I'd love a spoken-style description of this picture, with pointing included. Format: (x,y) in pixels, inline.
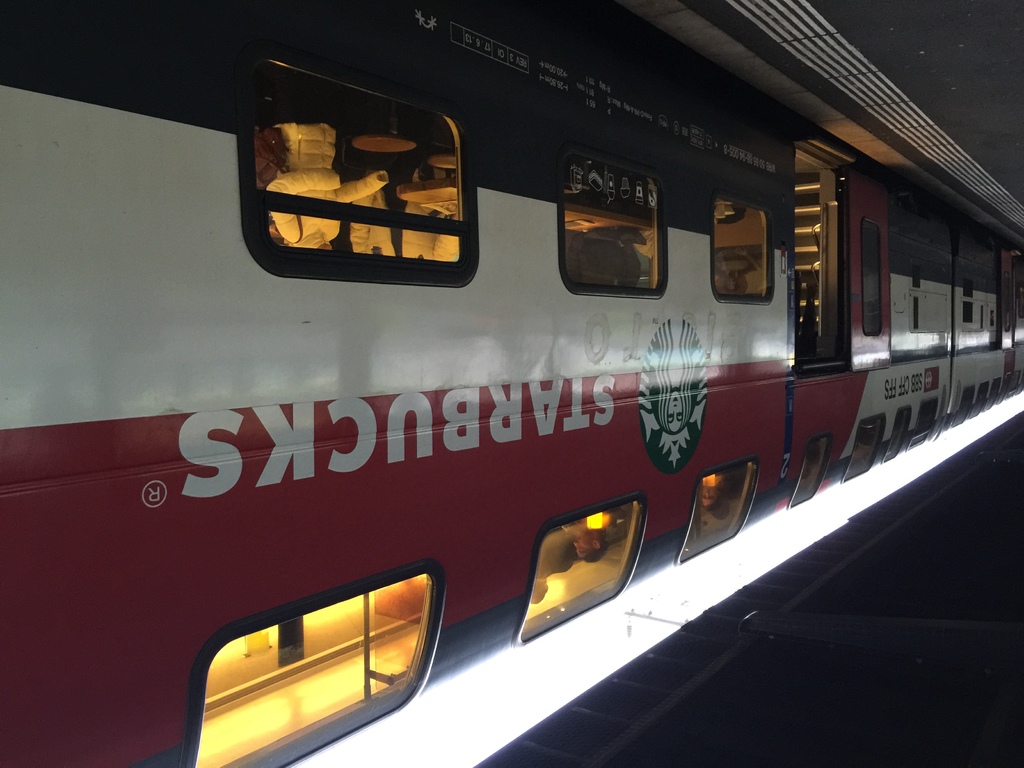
In this picture I can see there is a train (508,352), it is at the platform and it has few windows (299,635) and there are few people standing and few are sitting in the train (593,414) and there are lights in the train (272,518) and the sky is clear.
